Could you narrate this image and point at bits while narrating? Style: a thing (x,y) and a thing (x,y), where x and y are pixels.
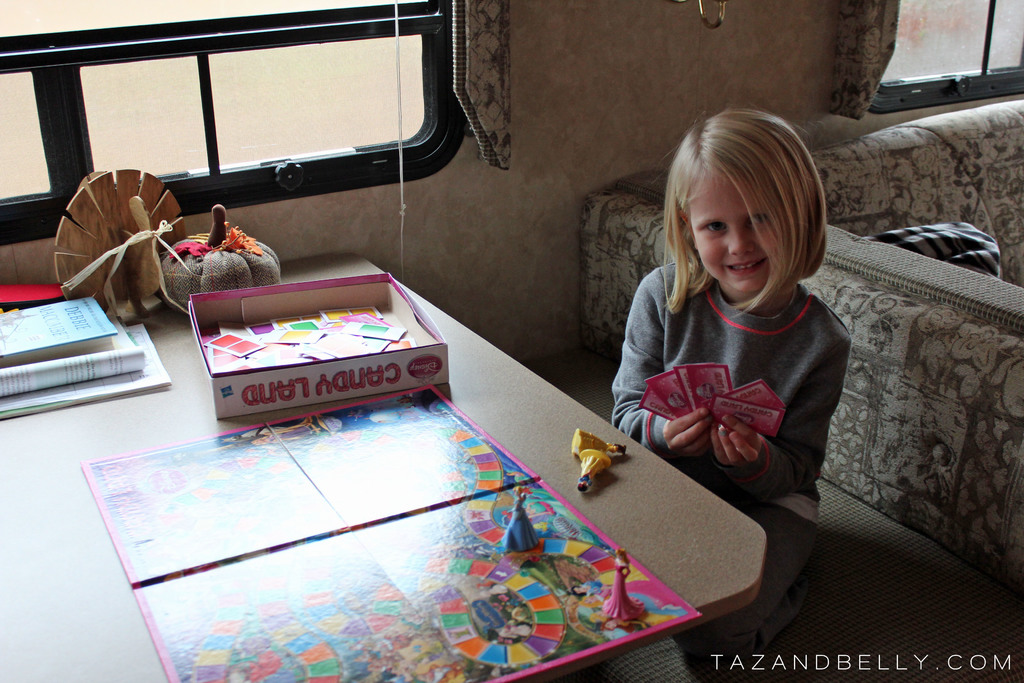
This is a window (408,72). It's a wall (681,79). Here in this picture we can see a girl (790,161) sitting on a sofa (850,581) and holding some playing cards (700,396) in her hands (686,418) and she is holding a beautiful smile on her face (720,252). This is a table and on the table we can see a box (354,366), playing cards (304,350) and a game board (419,540) and barbie dolls (616,595) on it. This is a book (85,335).
